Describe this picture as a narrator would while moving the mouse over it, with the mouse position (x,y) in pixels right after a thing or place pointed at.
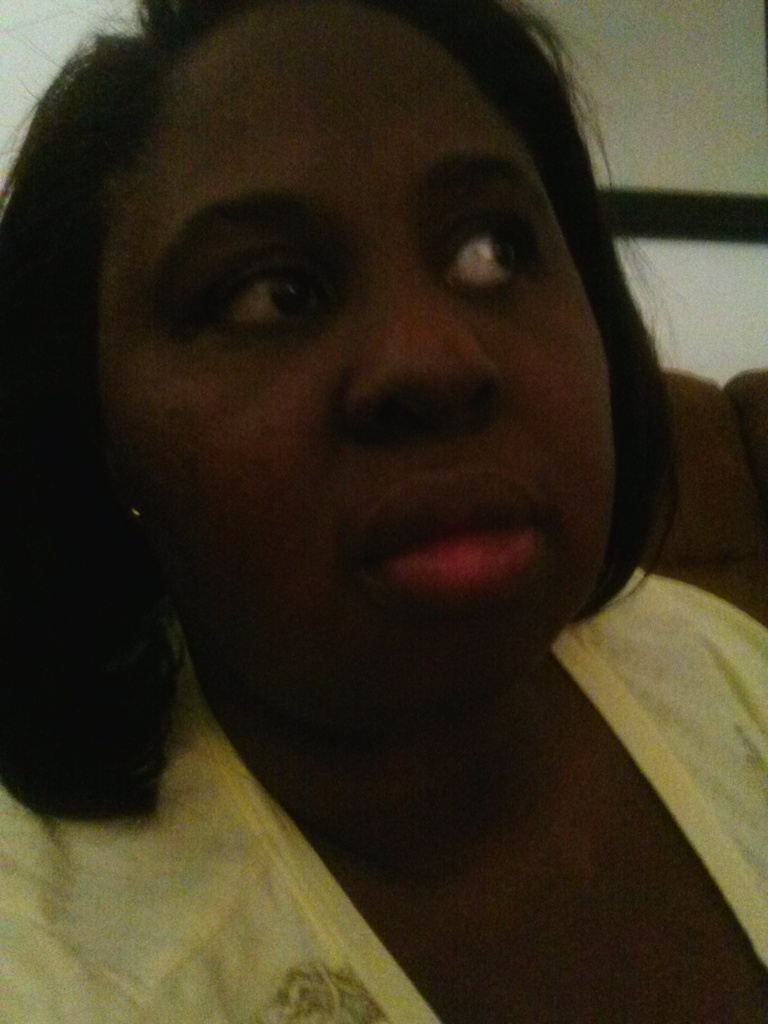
In this picture we can see a woman (256,204) and a wall (676,244) in the background (607,177).
